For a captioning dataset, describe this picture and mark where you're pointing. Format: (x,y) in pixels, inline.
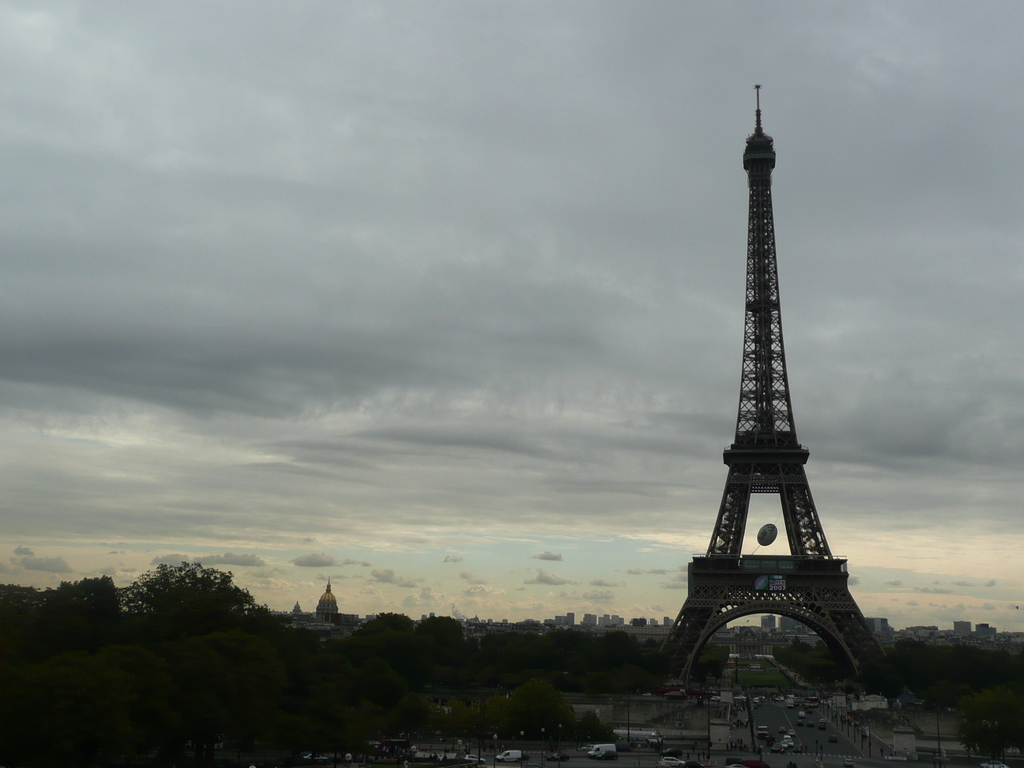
On the right side of the image (764,586) we can see an eiffel tower (696,602). At the bottom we can see vehicles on the road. In the background (386,683) there are trees (378,620), buildings (762,633) and sky (523,486).
